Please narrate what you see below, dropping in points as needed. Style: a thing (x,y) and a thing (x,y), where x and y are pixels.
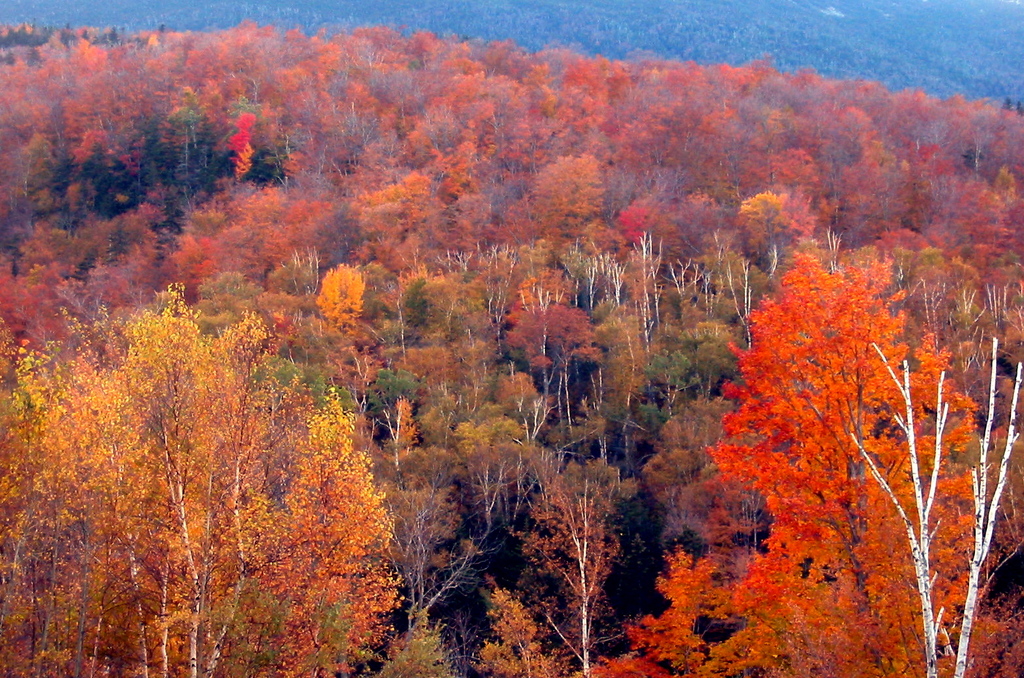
In this picture I can observe number of trees (560,201). These trees (471,171) are in yellow, red, orange and green colors.
